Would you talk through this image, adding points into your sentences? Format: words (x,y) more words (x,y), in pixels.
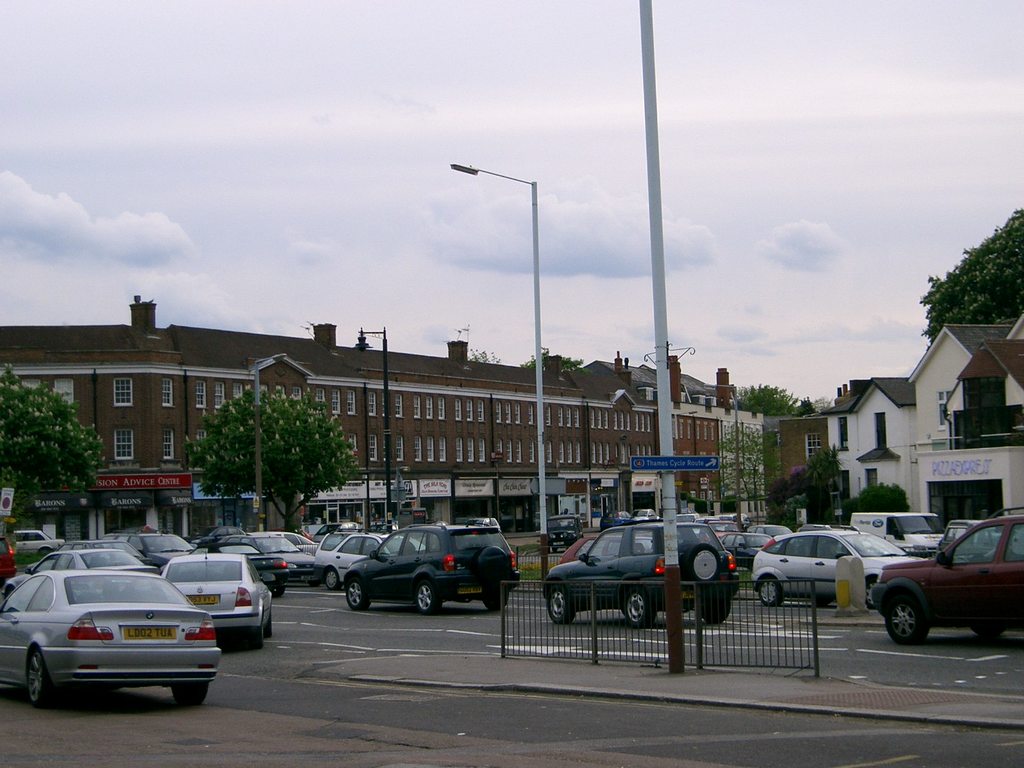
In the center of the image (625,412) we can see buildings (364,474), trees (262,470), boards (170,479), electric light poles (670,527), vehicles (619,578), barricades (636,593) are there. At the top of the image (386,80) clouds (428,78) are present in the sky (435,158). At the bottom of the image (442,690) road (492,702) is there.
